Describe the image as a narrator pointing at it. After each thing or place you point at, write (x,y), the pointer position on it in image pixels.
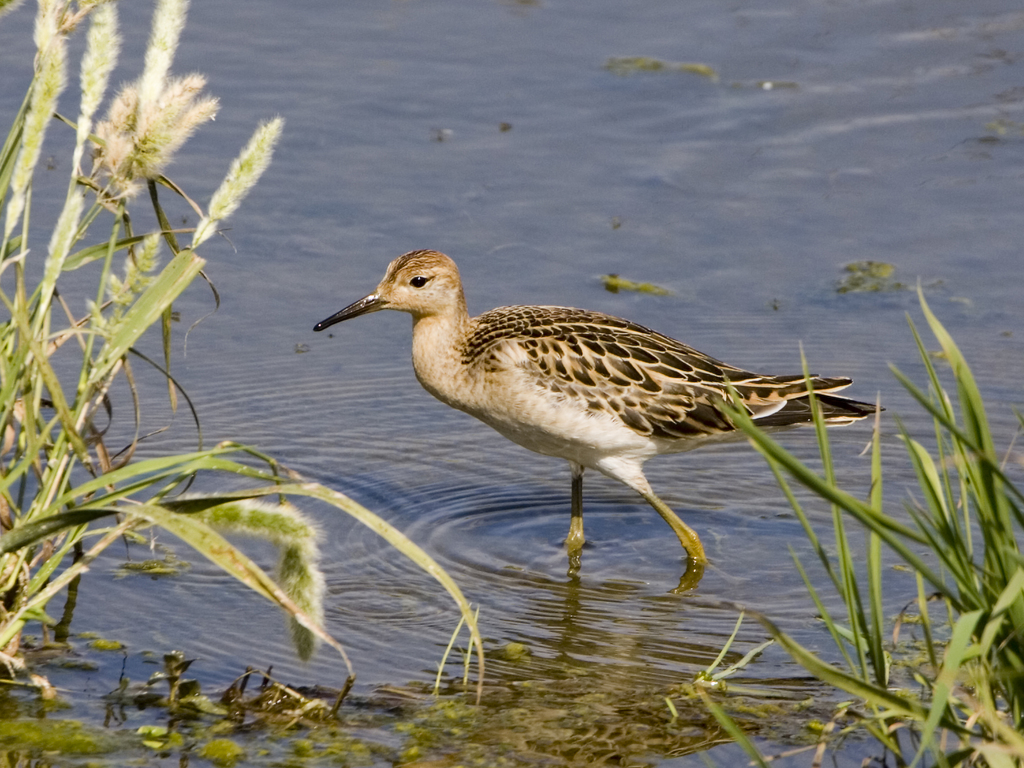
In this image there is a ruff bird (503,389) in the water (463,448), beside the bird (497,402) there is grass (27,231).
